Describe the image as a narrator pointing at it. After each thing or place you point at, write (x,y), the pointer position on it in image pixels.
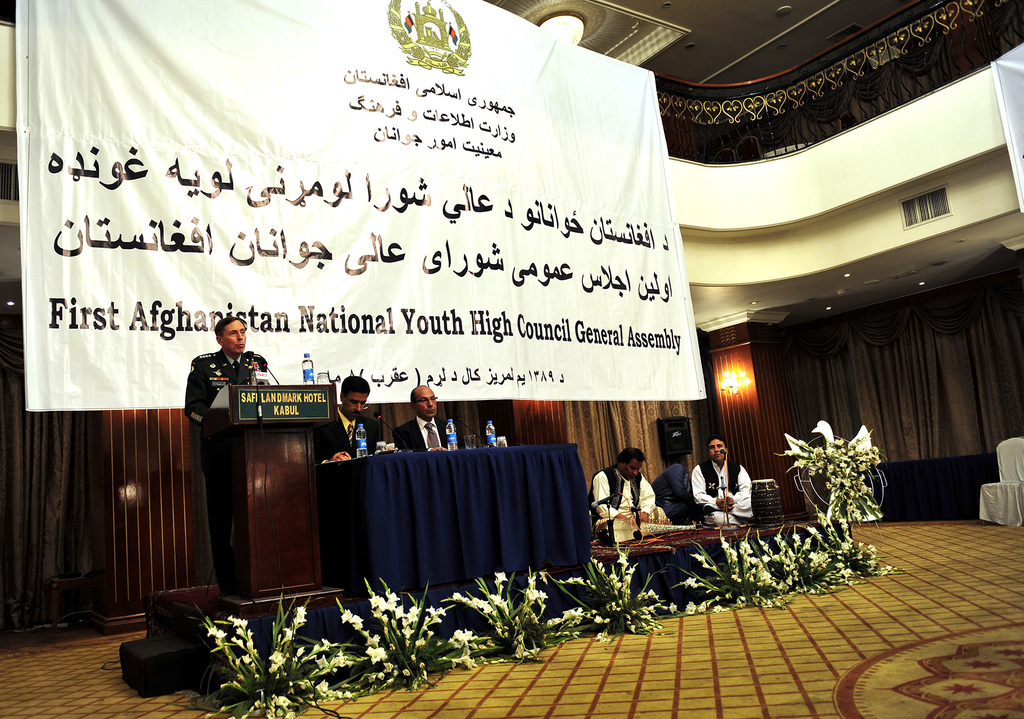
In the foreground (780,604), I can see houseplants (583,607), musical instruments (655,528), a table (537,477) on which bottles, glasses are there and five persons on the stage (538,569). In the background (614,259), I can see a poster (379,193), lights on a rooftop (872,279), wall (974,186), curtains (876,337) and chairs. This picture might be taken in a hall (832,646).
